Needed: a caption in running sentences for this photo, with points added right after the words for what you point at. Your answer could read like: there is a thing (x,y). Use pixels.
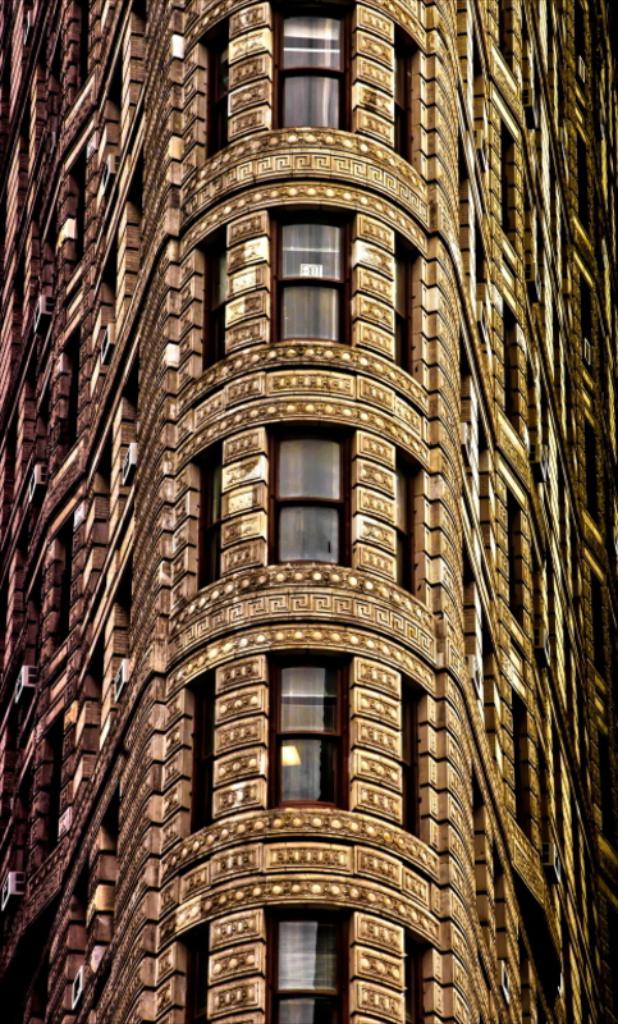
In this image we can see a building (395,476) which is of brown color.
